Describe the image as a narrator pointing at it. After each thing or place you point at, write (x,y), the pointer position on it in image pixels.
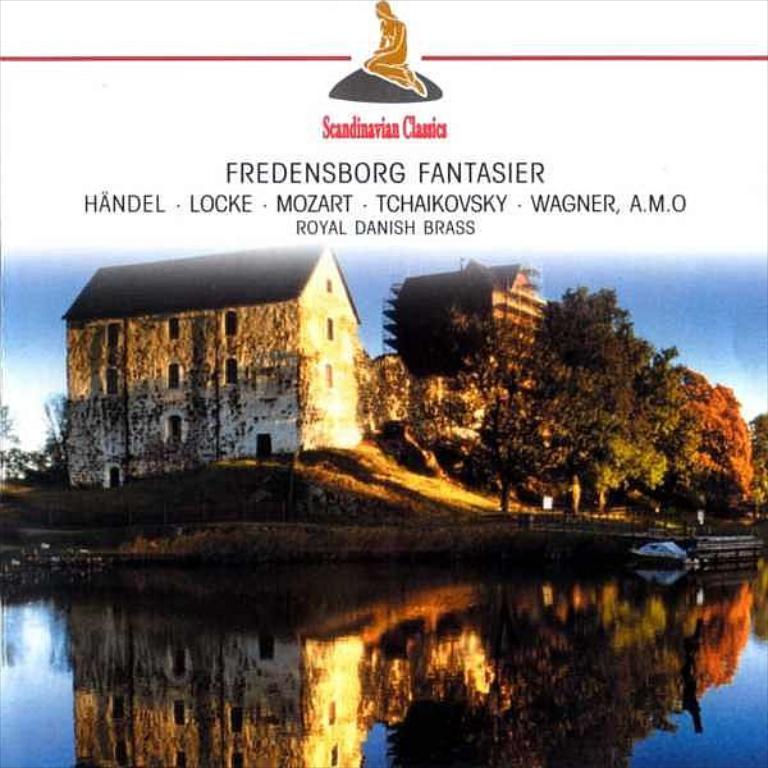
In this image in the center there is water (360,651). In the background (288,444) there are buildings (452,368), trees (573,419), and text (352,210) written on the image and there is grass (215,477) on the ground (255,489).
